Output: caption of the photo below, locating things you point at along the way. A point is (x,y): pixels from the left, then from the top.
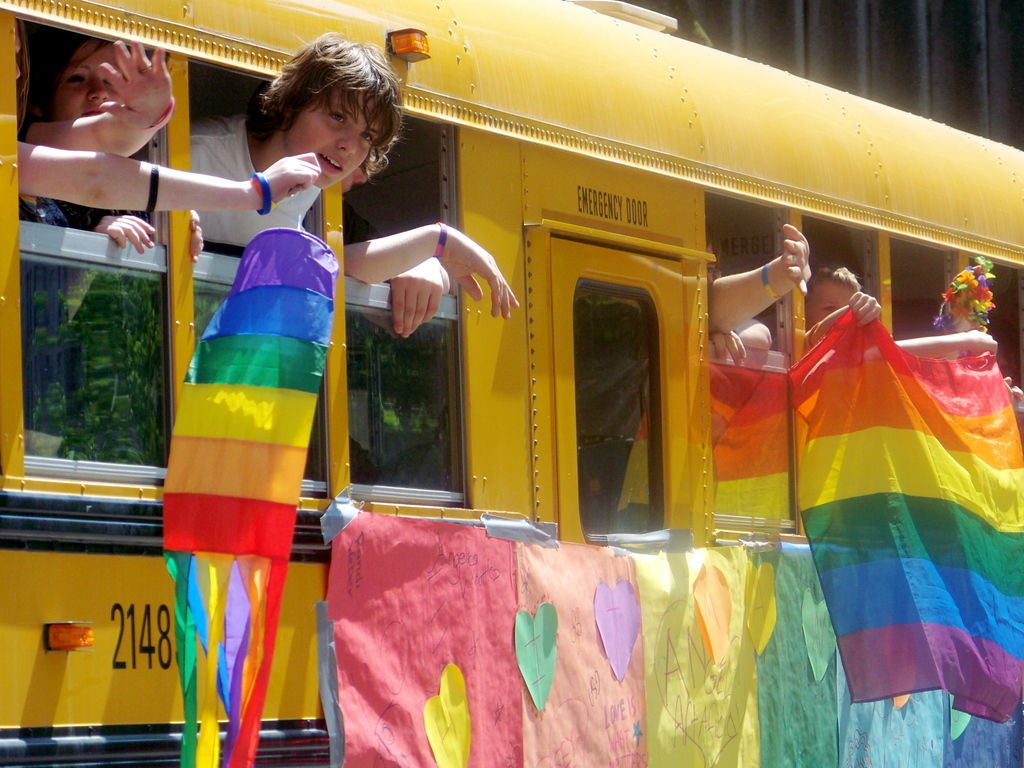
In this image i can see a bus (433,408) which is in yellow color and people (59,177) are sticking their heads (301,138) out of window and playing with some objects (955,472).
